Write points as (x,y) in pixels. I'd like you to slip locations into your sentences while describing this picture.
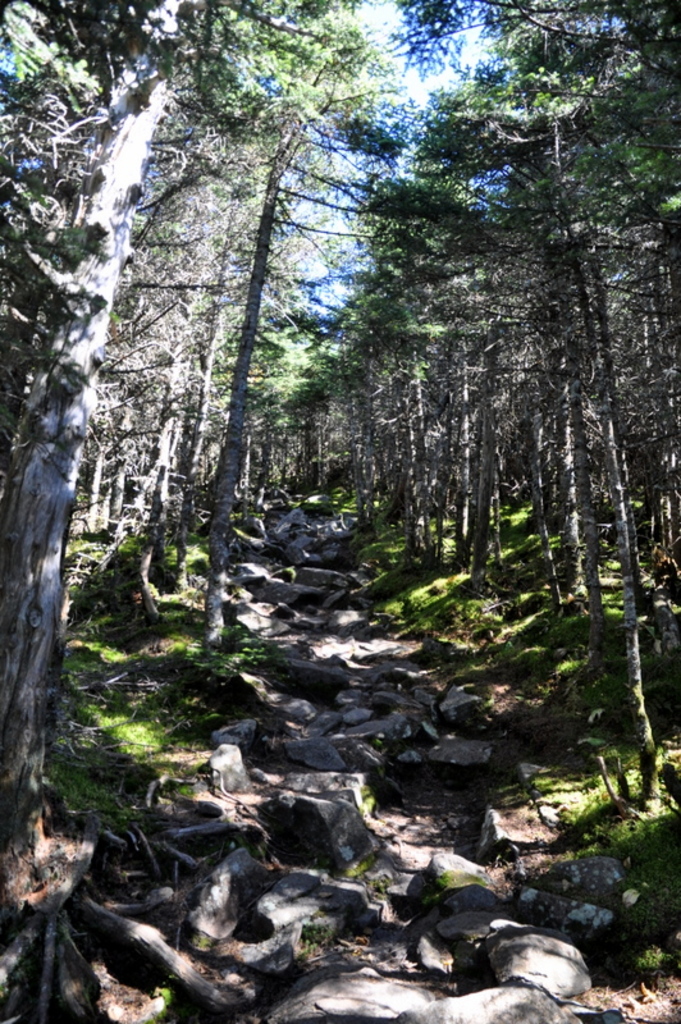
On either side of the picture, we see trees (481,535) and grass (501,584). At the bottom of the picture (342,863), we see the way (459,747) to walk. There are trees (266,292) in the background (283,197).
